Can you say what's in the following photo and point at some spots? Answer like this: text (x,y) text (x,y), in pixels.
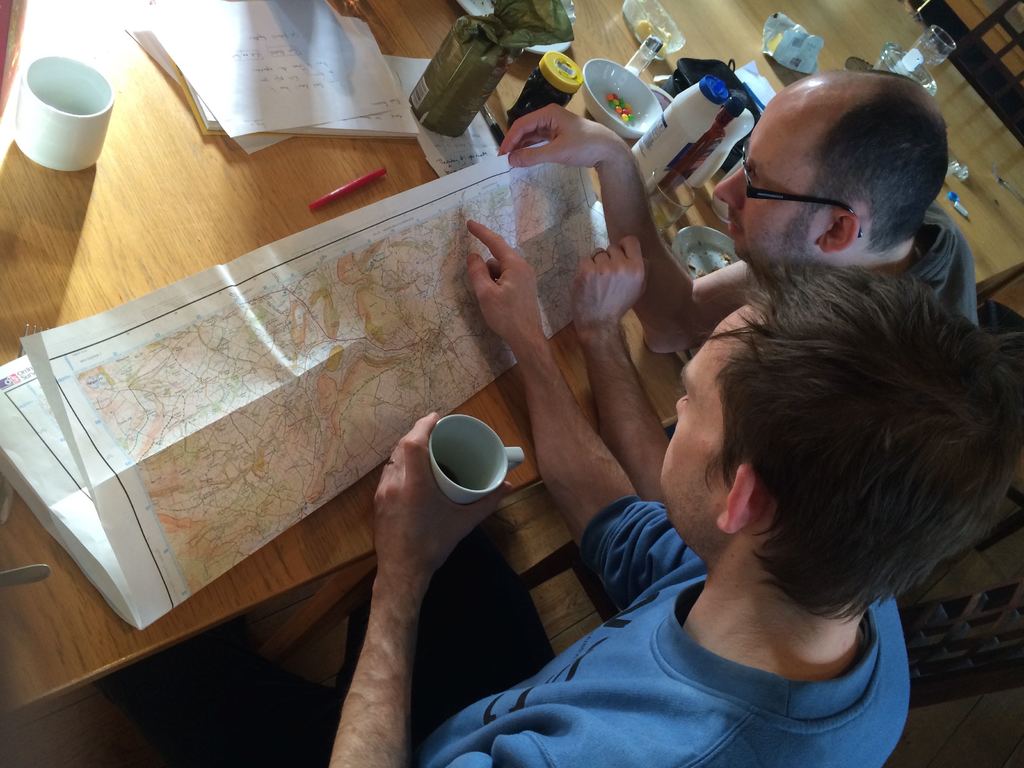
In this image i can see 2 person's (903,430), a person (750,550) is holding a cup (438,462) and the other person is holding a map (604,215). On the table (277,168) i can see few papers (293,108) a cup (39,105) few bottles (669,113), a bowl (601,72) and a pen (360,178).
